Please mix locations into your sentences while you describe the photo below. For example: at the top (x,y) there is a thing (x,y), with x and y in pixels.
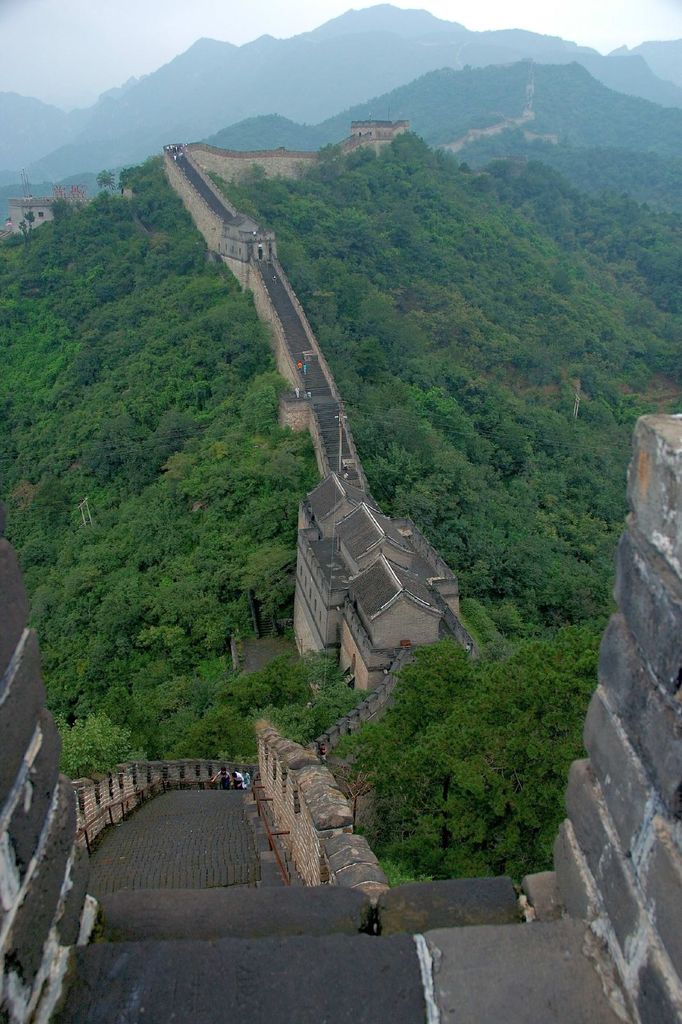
In this image I can see the Great Wall of China (336,916), number of trees (313,311) and I can see mountains (328,27) in background (315,129).
